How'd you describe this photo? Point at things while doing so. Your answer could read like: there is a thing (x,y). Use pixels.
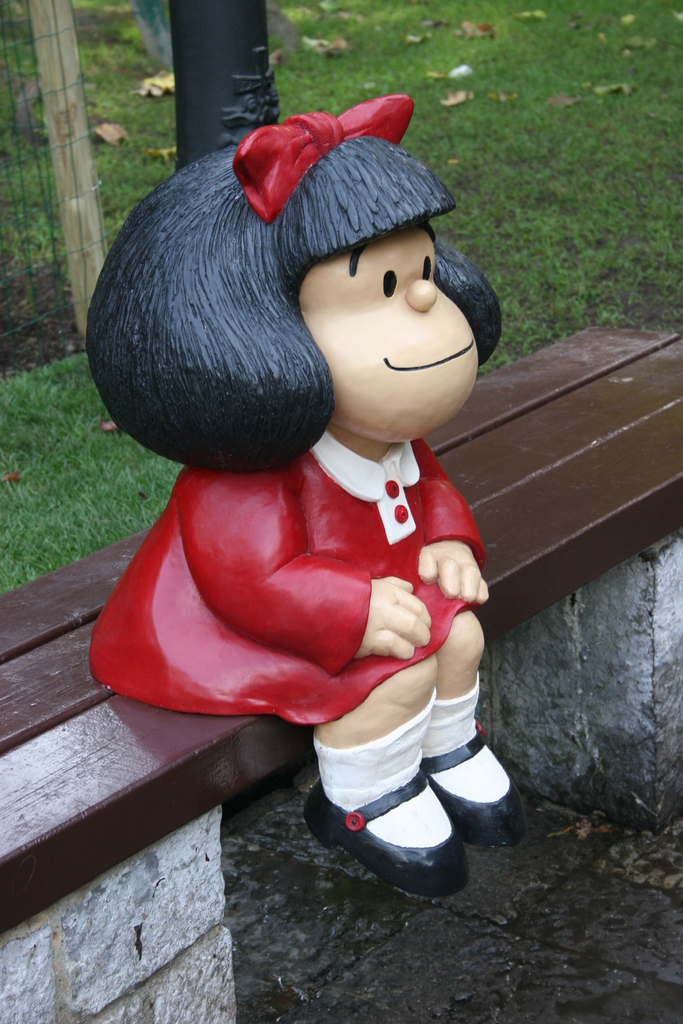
In the center of picture (401,410) there is a toy (273,492) which is on a bench (548,514). At the top (357,95) there are dry leaves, grass (99,399) and fencing (84,232).
